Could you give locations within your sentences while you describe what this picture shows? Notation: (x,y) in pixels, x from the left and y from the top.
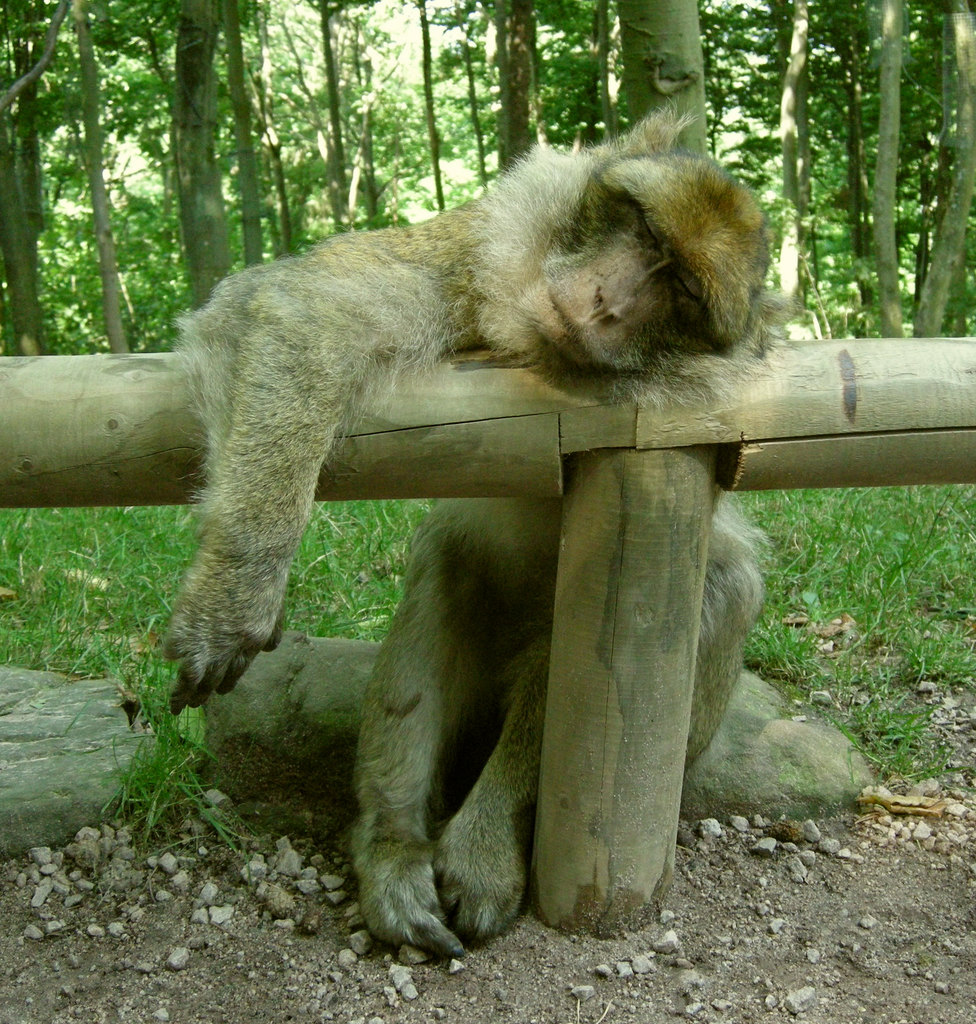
In this image there is a monkey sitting on the rock (742,750) and resting her head (515,333) on the wooden pole (21,494), behind her there are so many trees (214,70).
